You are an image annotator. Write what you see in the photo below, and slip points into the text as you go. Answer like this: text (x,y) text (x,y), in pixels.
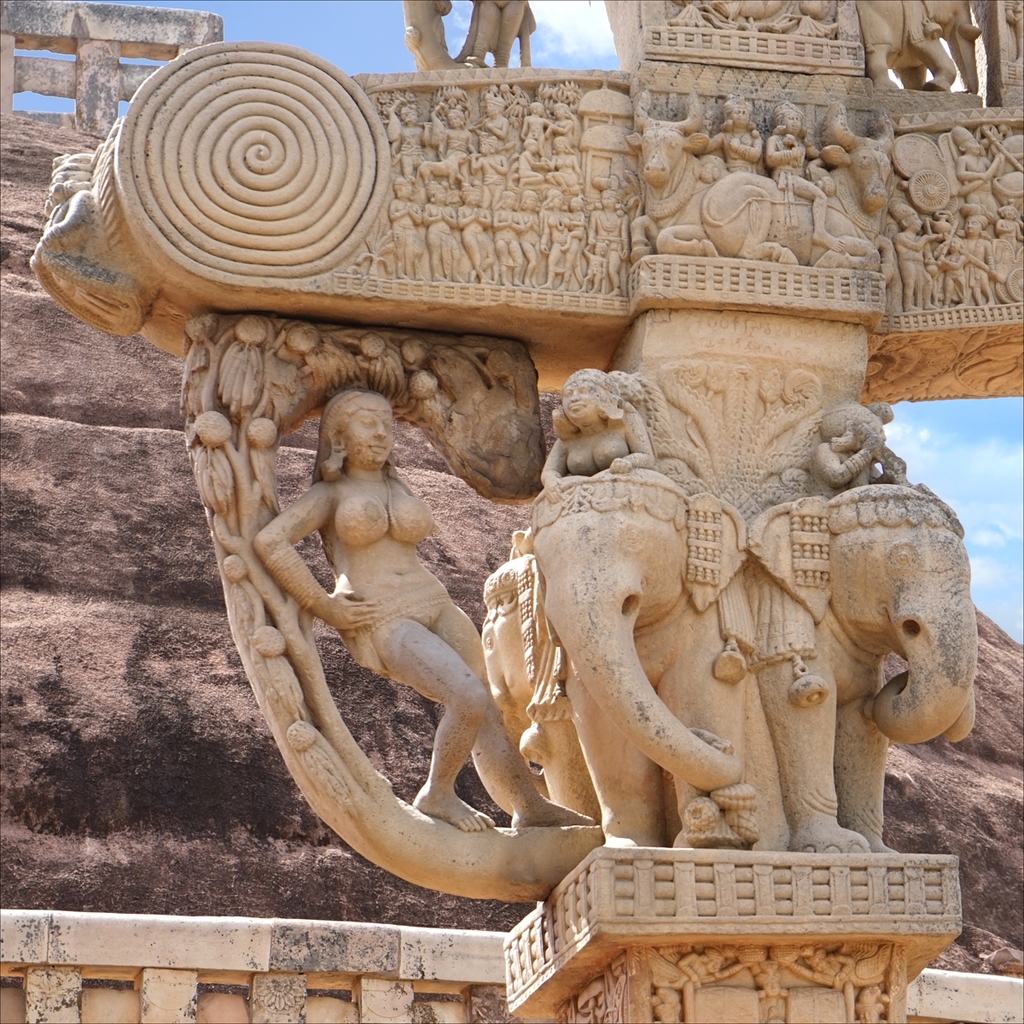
This image is taken outdoors. At the top of the image (362,24) there is a sky (358,26) with clouds (546,32). In the background (123,692) there is a rock (122,438). At the bottom of the image (145,999) there is a wall (138,993). In the middle of the image (631,409) there is an architecture (344,201) with many sculptures (668,684) and carvings (684,186).
